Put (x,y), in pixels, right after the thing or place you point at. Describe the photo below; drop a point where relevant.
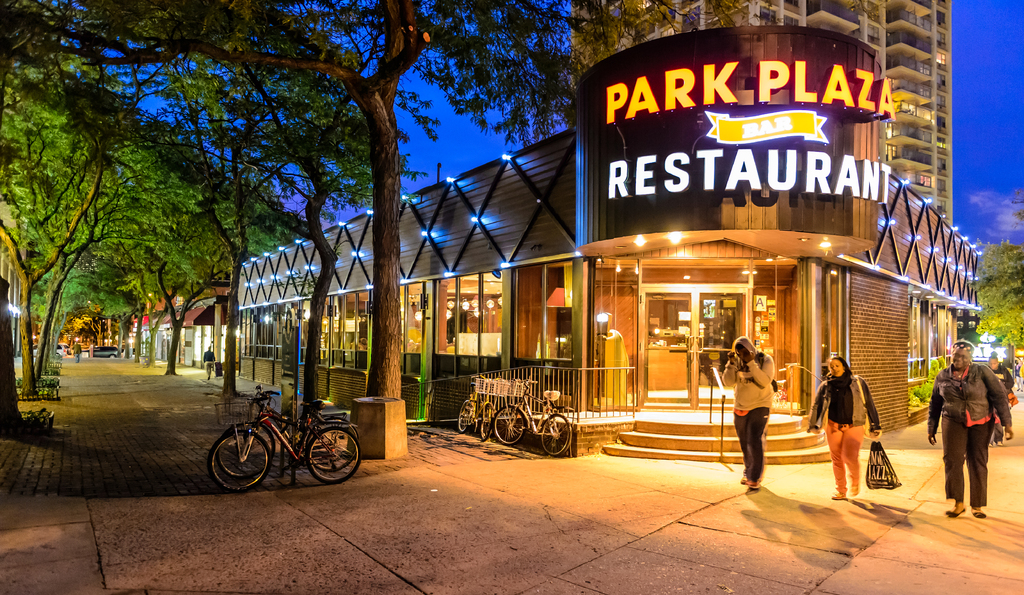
In this image I can see the few people (829,438) are walking on the road (757,512). These people (750,449) are wearing the different color dresses (864,435) and one person (839,437) with the bag (882,464). To the side there are many bicycles (288,457) and the trees (145,274). To the side of the bicycles (481,382) there is a railing (465,382) and the building (504,264). The building (531,262) is covered with the lights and the name park plaza restaurant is written on it. In the back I can see another building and the blue sky (430,123).
